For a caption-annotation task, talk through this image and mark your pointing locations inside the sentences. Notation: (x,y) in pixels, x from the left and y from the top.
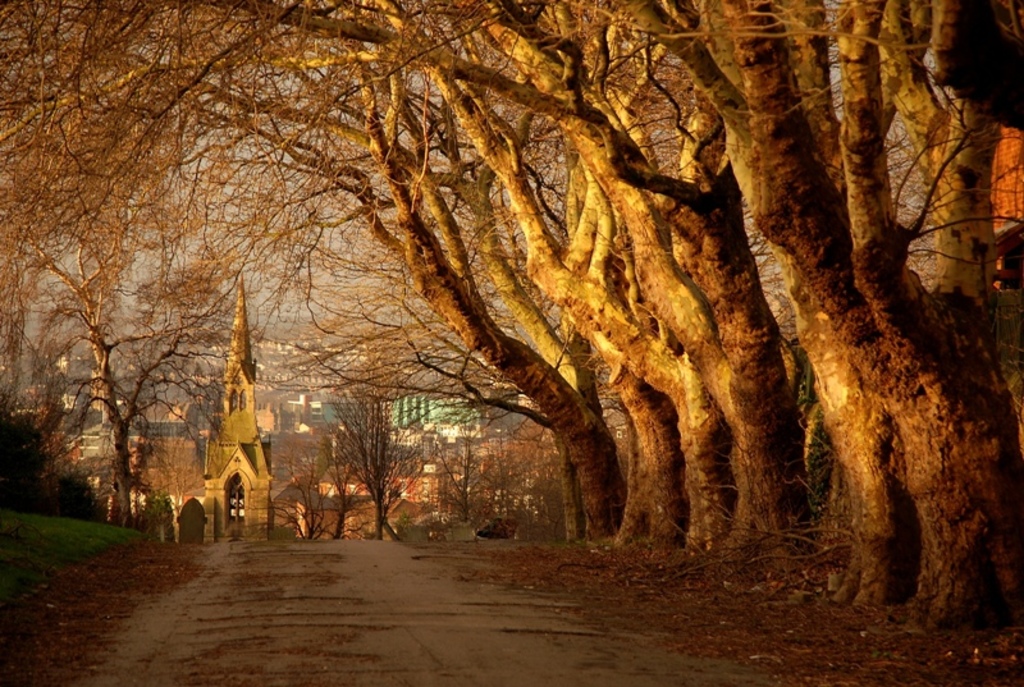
In the foreground of this image (424,669), there is road (313,629) and on the right (794,407), there are trees (587,338) without leaves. On the left (105,540), there is grassland (112,526) and trees (27,424). In the background (317,468), there are trees (332,447), buildings (313,403) and the sky (255,304).
